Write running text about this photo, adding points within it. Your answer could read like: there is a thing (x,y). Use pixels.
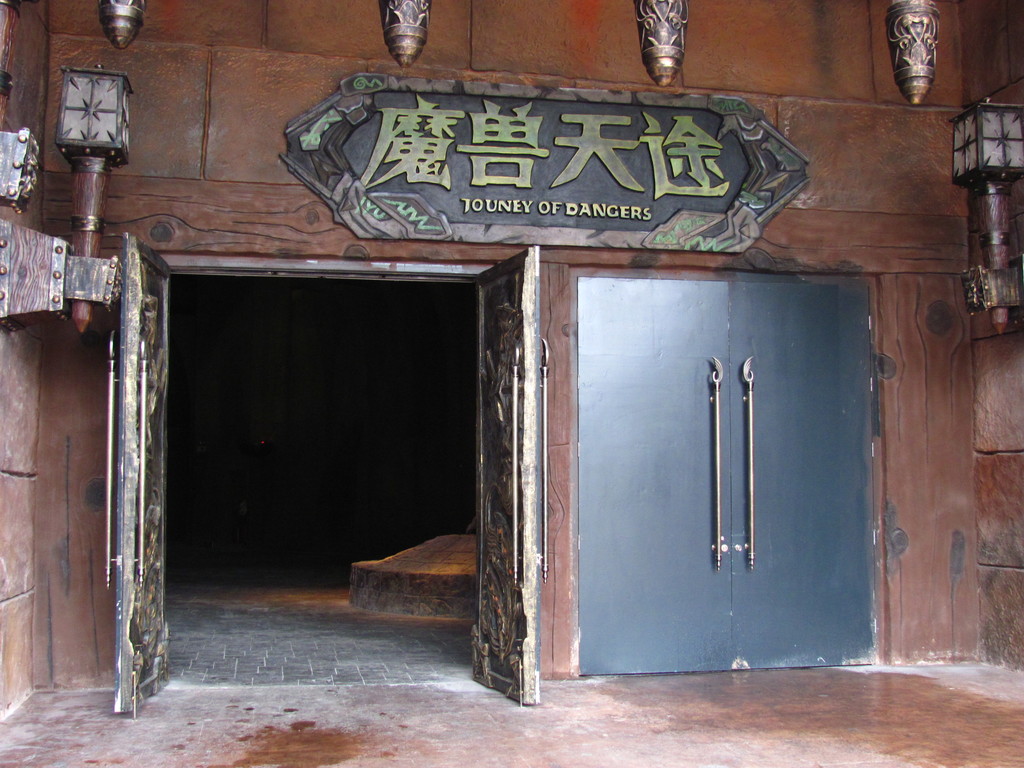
In the image there is a wooden wall (78,564). On the wooden wall (207,73) there are doors (861,460). On the left (92,254) and right side of the image (1013,111) on the walls (854,43) there are lamps (92,230). And also there is a board (608,136) with text (586,134) on it. At the top of the image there are poles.
